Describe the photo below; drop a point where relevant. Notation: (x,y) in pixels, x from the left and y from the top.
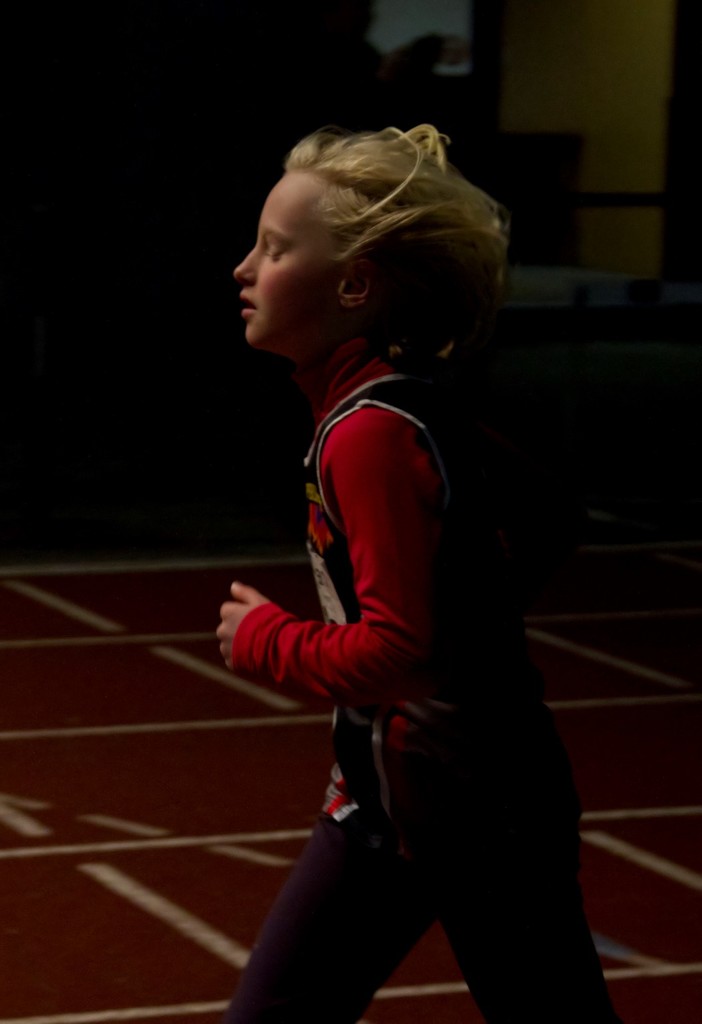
In this image I can see a person (337,538) wearing red and black colored dress (415,677). I can see the brown colored floor (145,720) and the dark background (135,277).
